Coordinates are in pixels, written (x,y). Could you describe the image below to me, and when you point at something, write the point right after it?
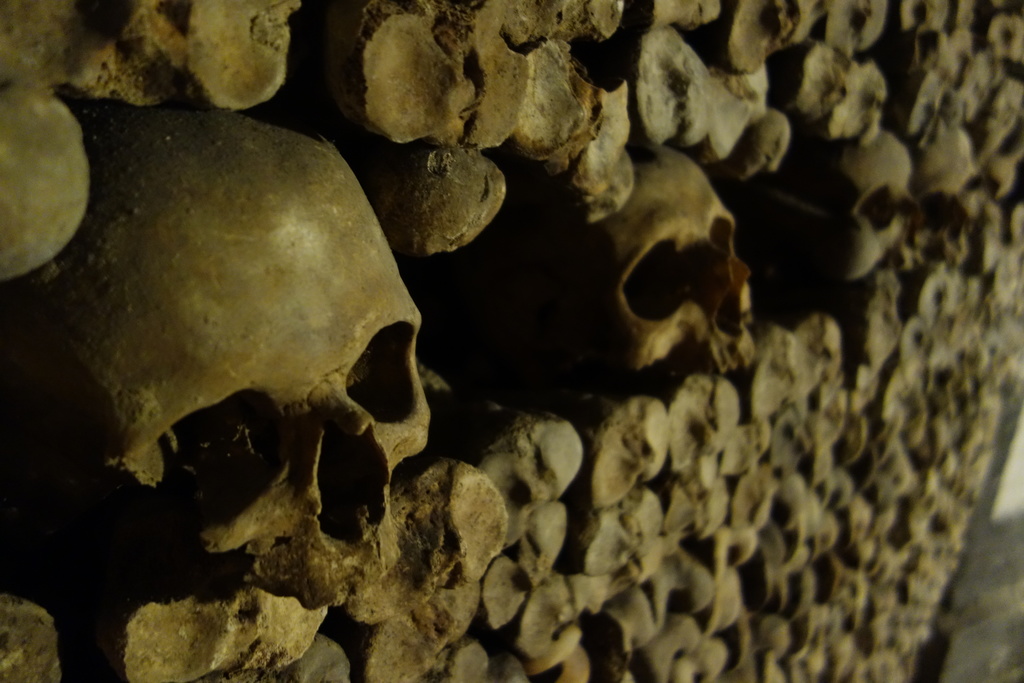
In the center of the image (540,304) we can see the wall (678,492), which is made up of human skulls (192,332) and bones (600,482).
